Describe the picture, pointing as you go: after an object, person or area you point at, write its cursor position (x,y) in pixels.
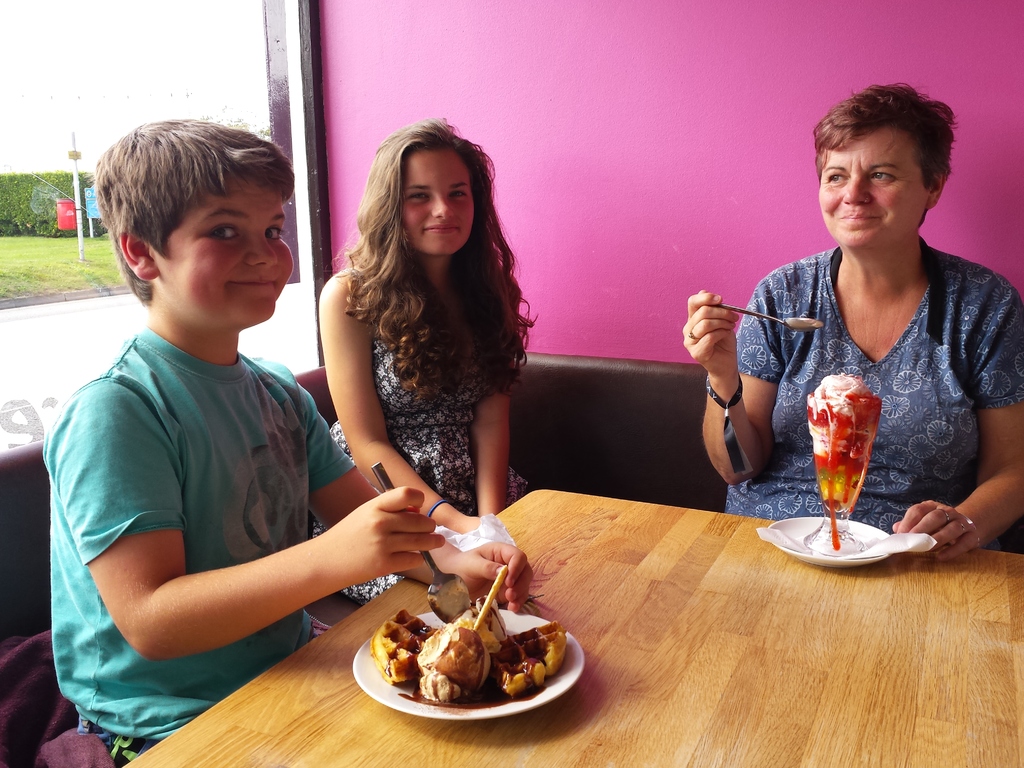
In the picture I can see three persons (787,389) and there is a smile on their face (888,169). I can see a woman (920,199) on the right side (799,429) and she is holding a spoon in her right hand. I can see an ice cream (838,441) on the plate (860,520) and the plate (823,566) is kept on the table (809,621). I can see a boy (273,287) on the left side (202,402) is wearing a blue color T-shirt (252,440) and he is also holding a spoon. I can see a food item (465,662) on the plate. In the background (711,164), I can see the pink color painting (634,68) on the wall (600,78). I can see the green grass (69,242) and structured bushes (36,192) on the top left side (60,253).
